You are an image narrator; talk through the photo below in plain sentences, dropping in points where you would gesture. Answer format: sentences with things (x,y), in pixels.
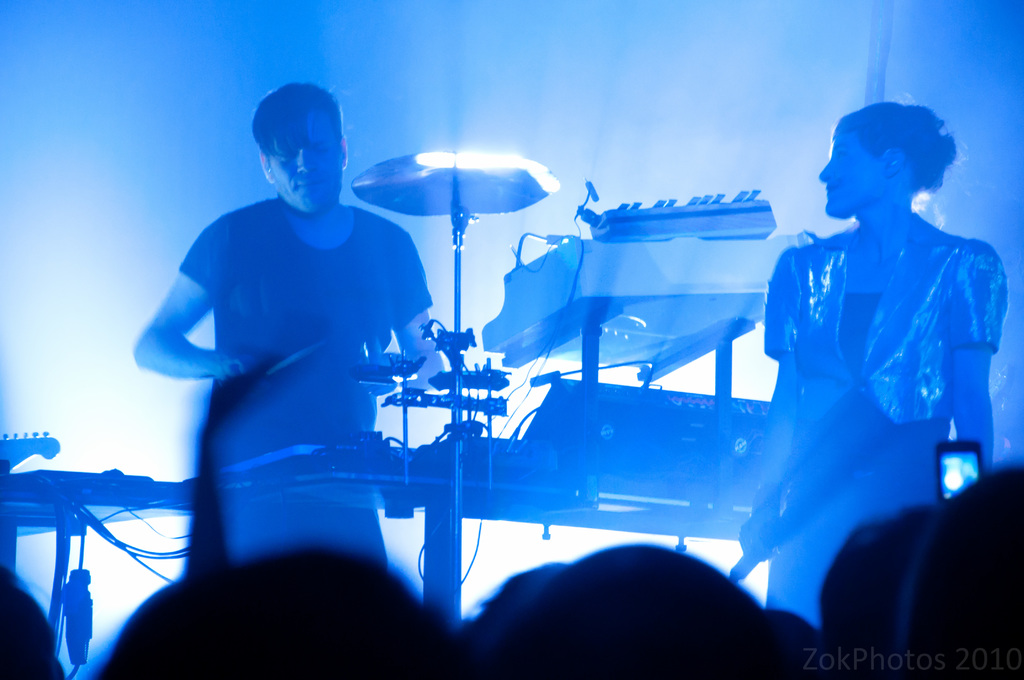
In this image we can see a person (240,280) holding sticks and a woman (909,315) holding a microphone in her hand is standing. In the center of the image (678,422) we can see group of musical instruments (582,489) place on stands (489,467). At the bottom of the image (620,626) we can see some people (554,657), display screen (953,476) and some text (957,655).
